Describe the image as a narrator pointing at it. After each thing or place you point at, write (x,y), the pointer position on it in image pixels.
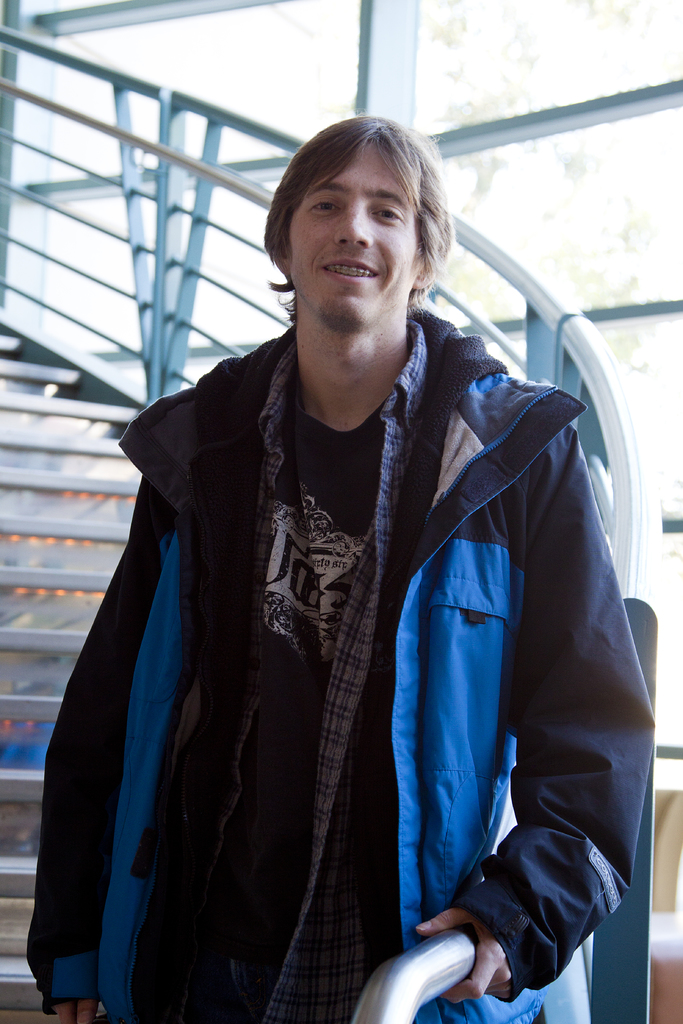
As we can see in the image there are stairs (22,737), windows (177,65) and in the front (464,444) there is a man (395,138) wearing black and blue color jacket (527,461).
